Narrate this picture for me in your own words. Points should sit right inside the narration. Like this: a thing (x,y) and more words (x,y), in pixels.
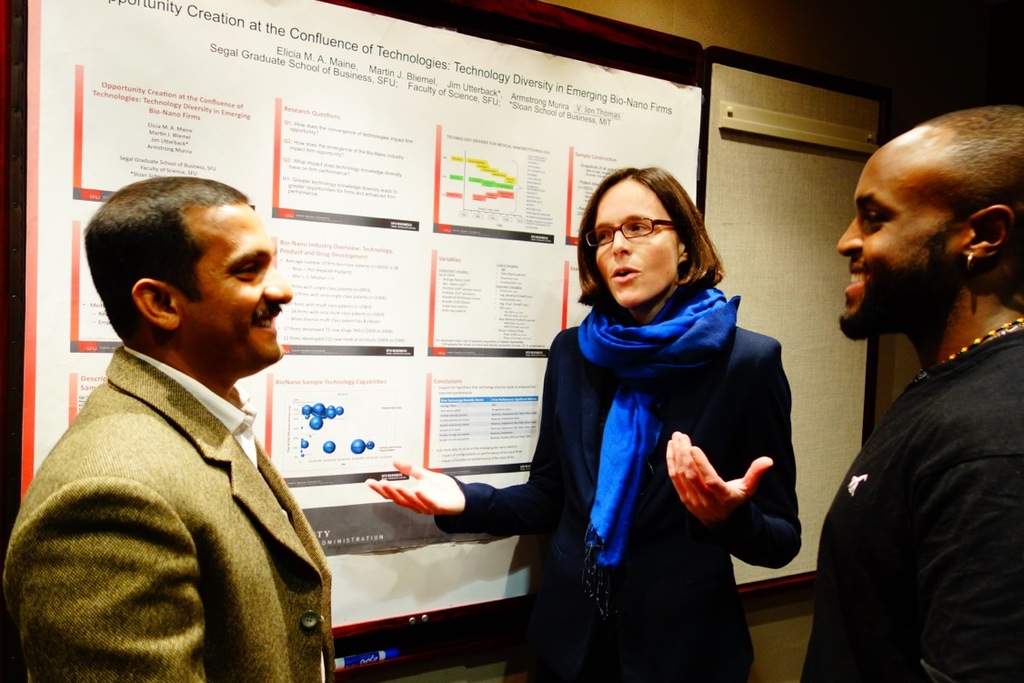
Here in this picture we can see three people (246,516) standing on the floor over there, talking to themselves and the woman (536,497) in the middle (612,447) is wearing a scarf (621,437) on her and beside them we can see a printed poster (197,30) present over there.
